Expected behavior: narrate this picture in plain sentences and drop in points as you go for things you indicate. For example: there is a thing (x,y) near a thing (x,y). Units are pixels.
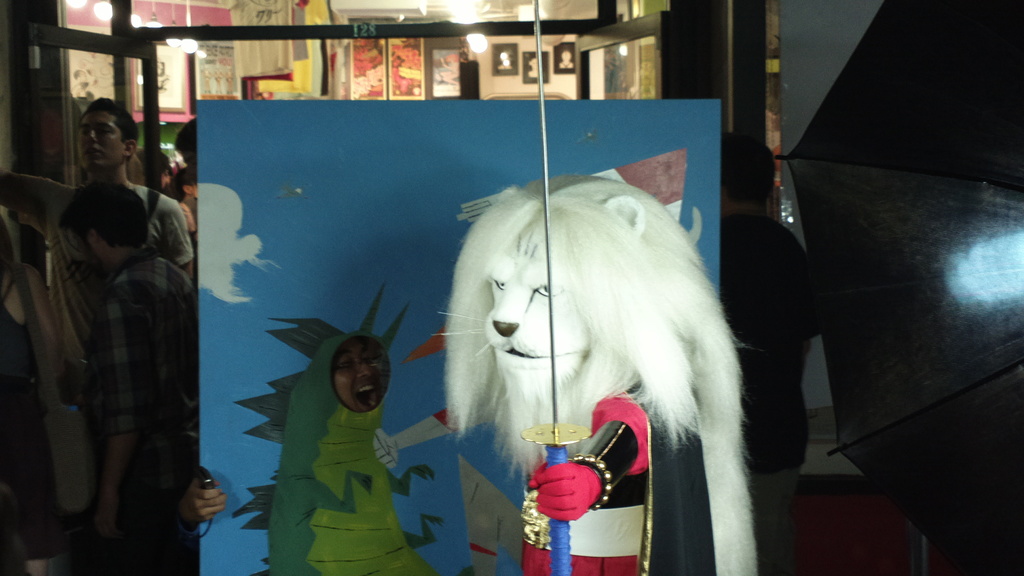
In this picture we can see a group of people (41,438), there are lights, frames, clothes (604,414), umbrella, board (421,250), toy head of a lion (543,403) looking like a person statue (540,293), in the background (523,91) we can see the wall (361,52) with photo frames (351,51) on it.
